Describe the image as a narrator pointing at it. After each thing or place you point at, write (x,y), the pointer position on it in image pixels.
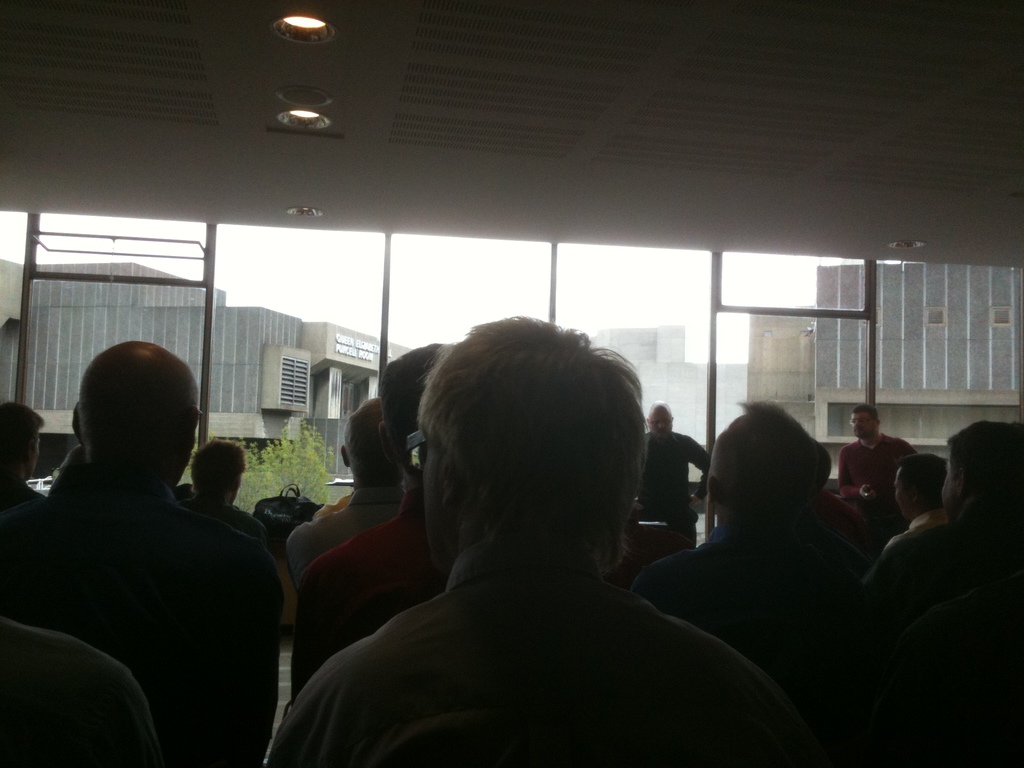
In the image there are many people (389,606). Behind them there are glass windows (963,358). Behind the windows (231,416) there are trees (318,442) and buildings (847,333). At the top of the image (305,126) there are lights (305,126).
